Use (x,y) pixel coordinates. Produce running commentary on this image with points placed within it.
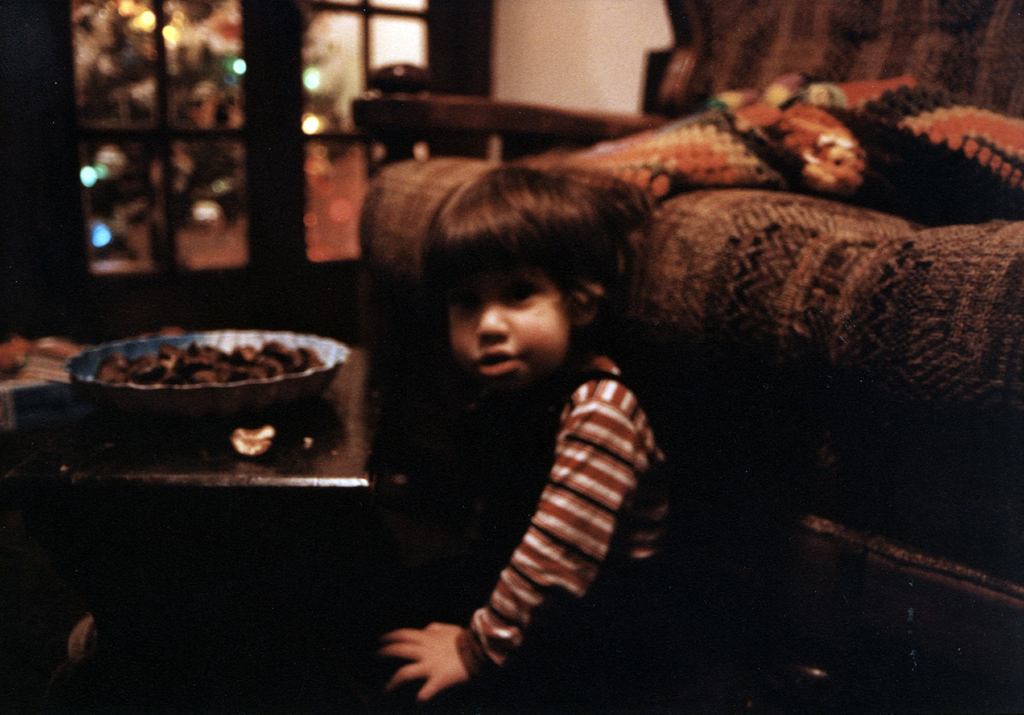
In the image there is a boy (641,463) and backsides of him it's a sofa (796,247) and on left side (276,153) there is a door (171,180) and outside the door (210,108) there is a tree (212,114). In front of boy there is teapoy (366,452) with bowl (89,368) filled with some food (235,356).
